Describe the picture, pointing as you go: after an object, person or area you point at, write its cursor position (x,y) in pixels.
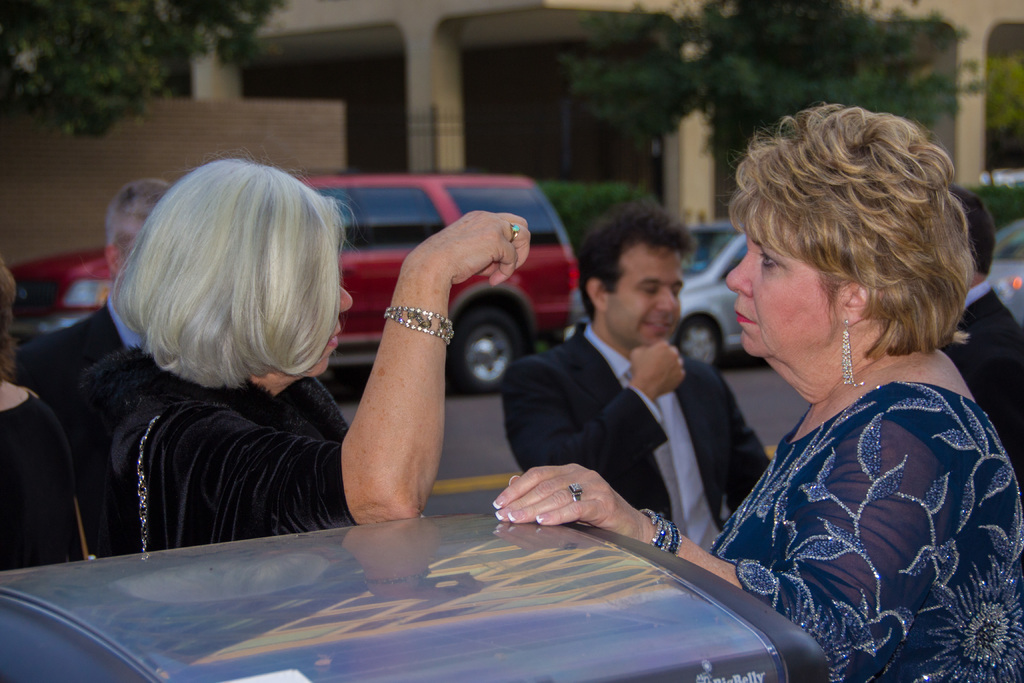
This image is taken outdoors. In the background (209,87) there is a building (374,61). There are few trees (797,58) and there are few pillars (446,82). There is a wall (152,138) and a few cars (556,245) are parked on the road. At the bottom of the image (429,606) there is a trash bin (353,603). On the left side of the image (115,326) a man (98,351) and two women (123,495) are standing on the road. On the right side of the image (877,332) two men (705,375) and a woman (821,413) standing on the road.
